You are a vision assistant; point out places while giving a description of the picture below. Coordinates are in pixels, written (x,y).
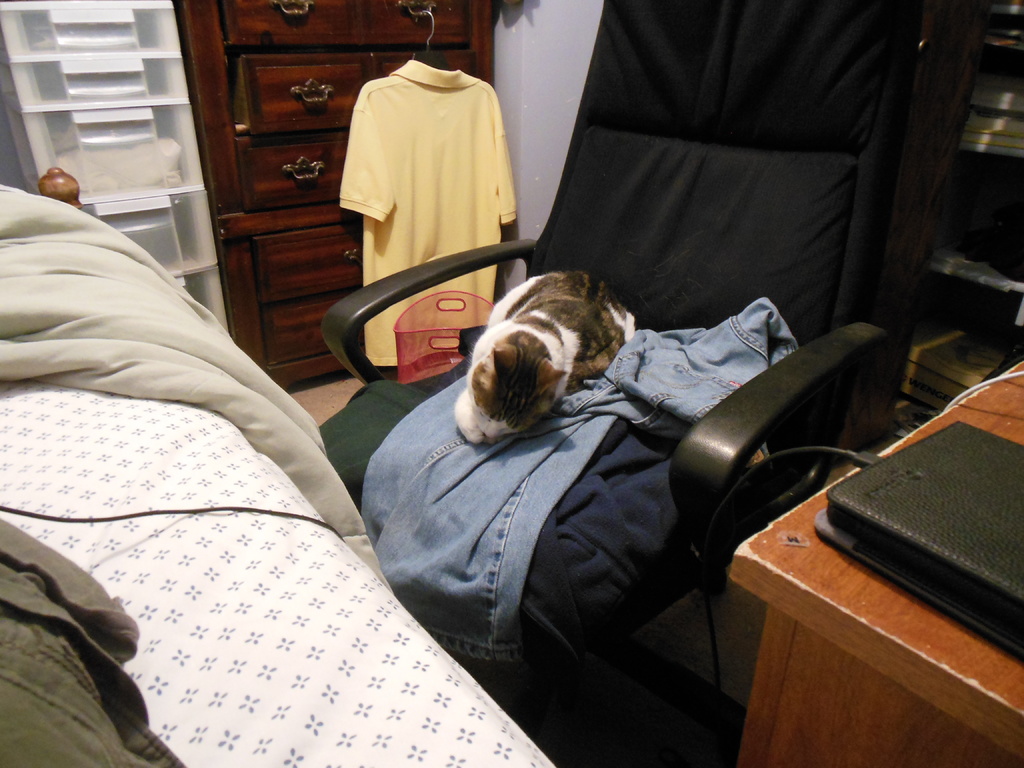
In the image we can see there is a cat (541,355) which is sitting on the chair (698,551) and on the bed (324,588) there are clothes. Behind there is a shirt (439,146) which is hanging on the hanger (434,63). There is a tablet (966,607) kept on the table (874,602).
